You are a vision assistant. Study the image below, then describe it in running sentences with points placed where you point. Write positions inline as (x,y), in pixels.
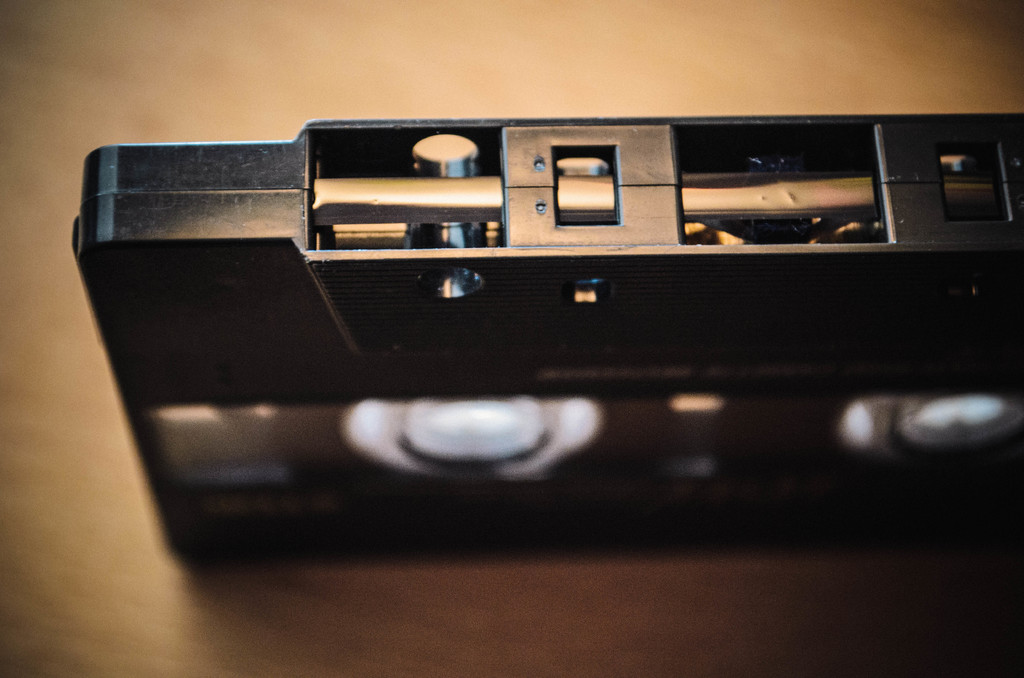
In this image I can see a black colour cassette (215,435). I can also see this image is little bit blurry.
